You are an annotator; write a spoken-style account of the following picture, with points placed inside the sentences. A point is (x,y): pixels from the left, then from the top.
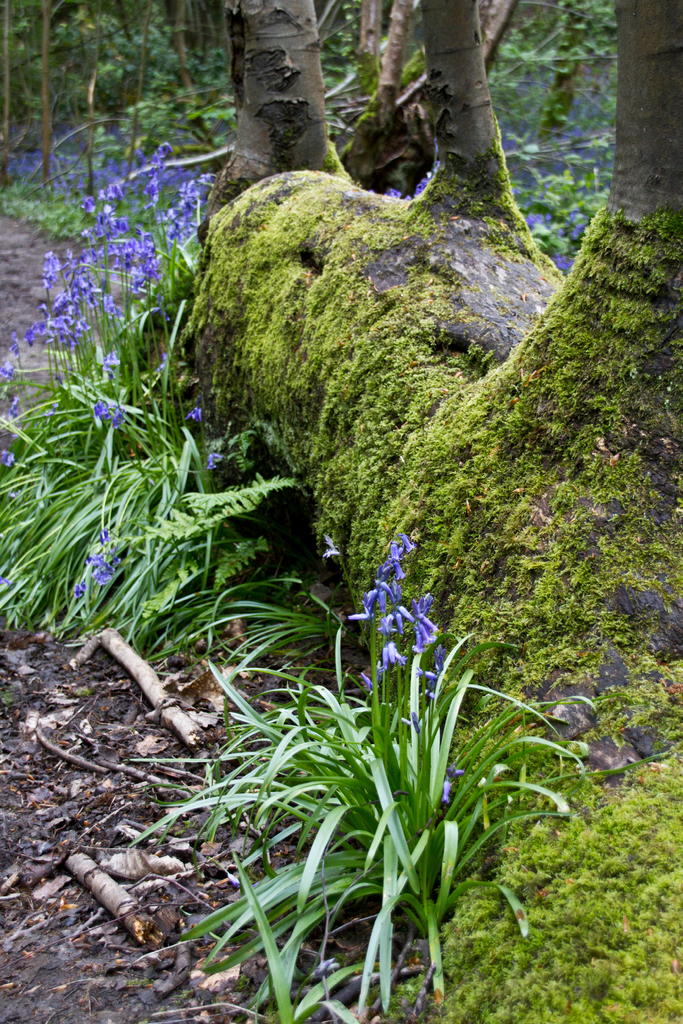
In this image, I can see a tree trunk (496,655) with algae (441,456), trees (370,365) and plants (160,475) with flowers (150,263).
